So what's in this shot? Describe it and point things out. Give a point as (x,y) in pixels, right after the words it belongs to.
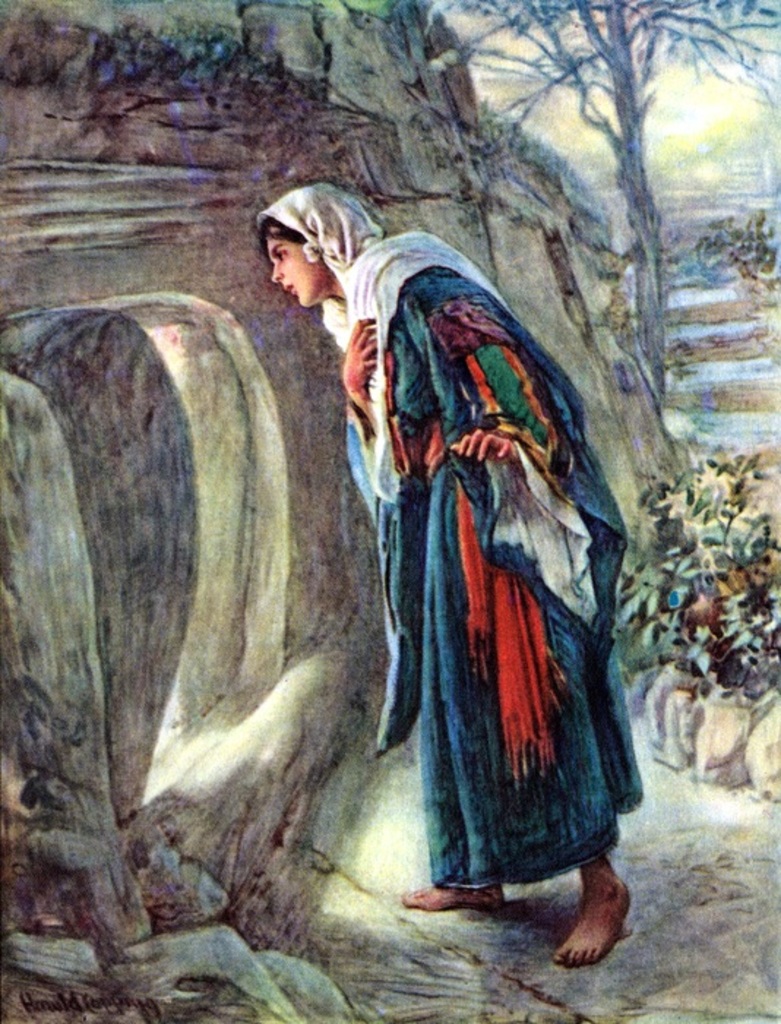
In this picture we can see painting (503,784), in this painting (331,750) we can see a person (475,349), tree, plants (749,687) and rocks (608,331). In the bottom left side of the image (73,1013) we can see text (138,1007).
